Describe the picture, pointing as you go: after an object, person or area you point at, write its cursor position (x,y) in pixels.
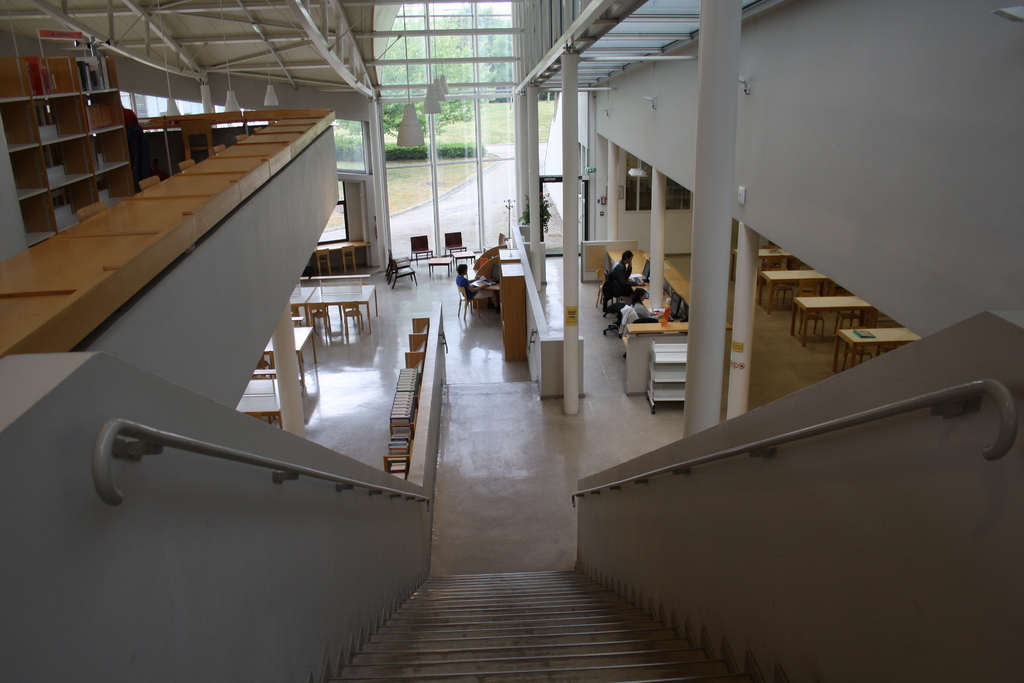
In this picture I can observe stairs (405,603) in the bottom of the picture (470,593). On either sides of the stairs (426,598) I can observe bars (98,456) fixed to the wall (201,499). On the left side (101,130) I can observe racks (32,99). In the middle of the picture (613,274) I can observe people (625,271) sitting on the chairs (607,291) in front of the desks (671,276). In the background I can observe trees (420,81).
